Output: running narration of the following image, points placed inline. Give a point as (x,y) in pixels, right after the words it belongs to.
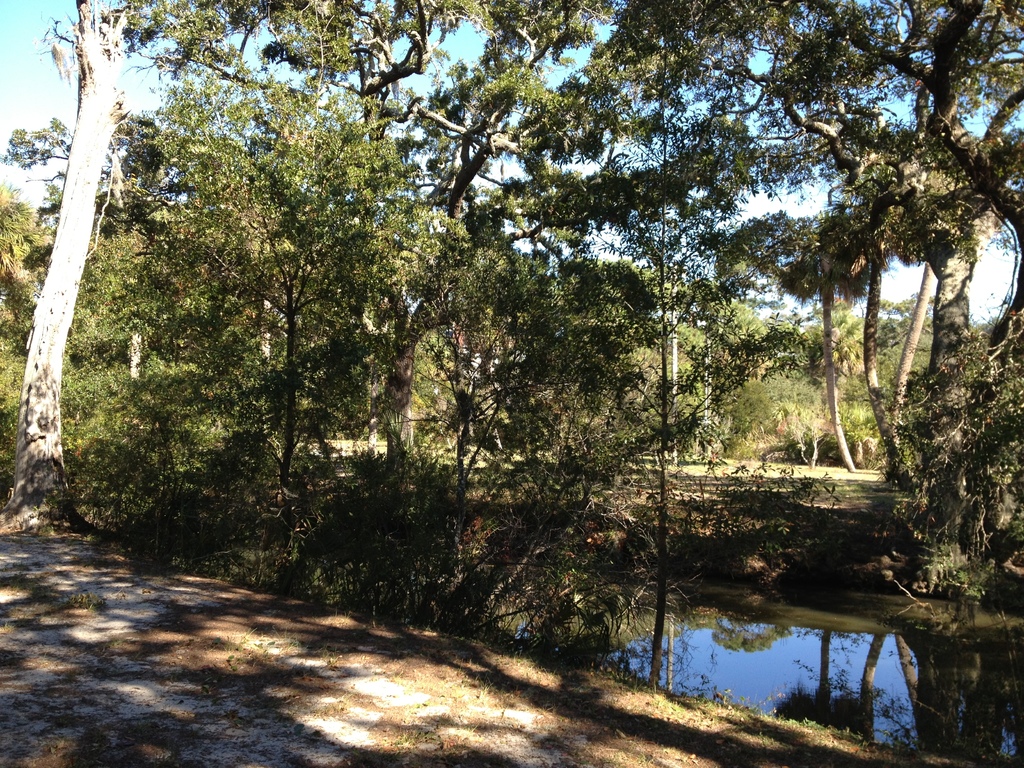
In the image there are many trees (140,488). In between them there is water (865,639). Behind the trees (849,454) there is sky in the background (679,258).
